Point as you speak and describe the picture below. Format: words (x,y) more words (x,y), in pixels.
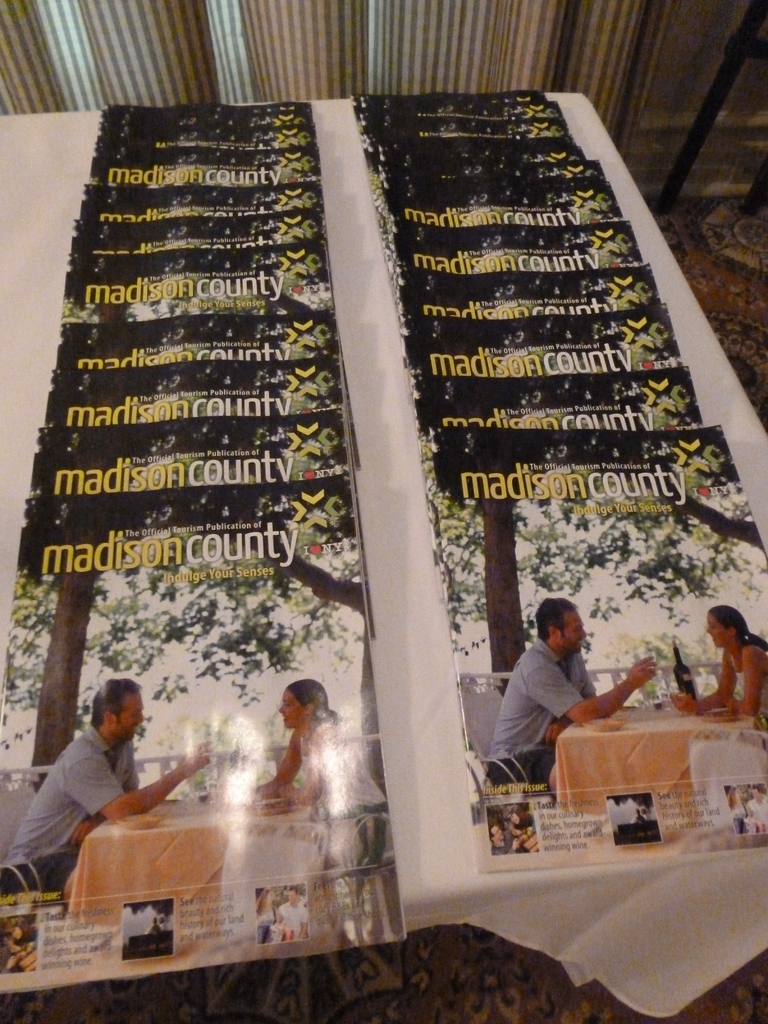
In this picture, there are posters (307,372) placed on the table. On the poster (356,669), there is a image (213,691) of a man (116,747) and a woman (339,782) sitting beside the table (255,850). On the table (258,809), there is bottle (683,674), glasses (661,701) etc. On the top of the poster (192,532), there is a text (57,565) and a tree (148,655).
